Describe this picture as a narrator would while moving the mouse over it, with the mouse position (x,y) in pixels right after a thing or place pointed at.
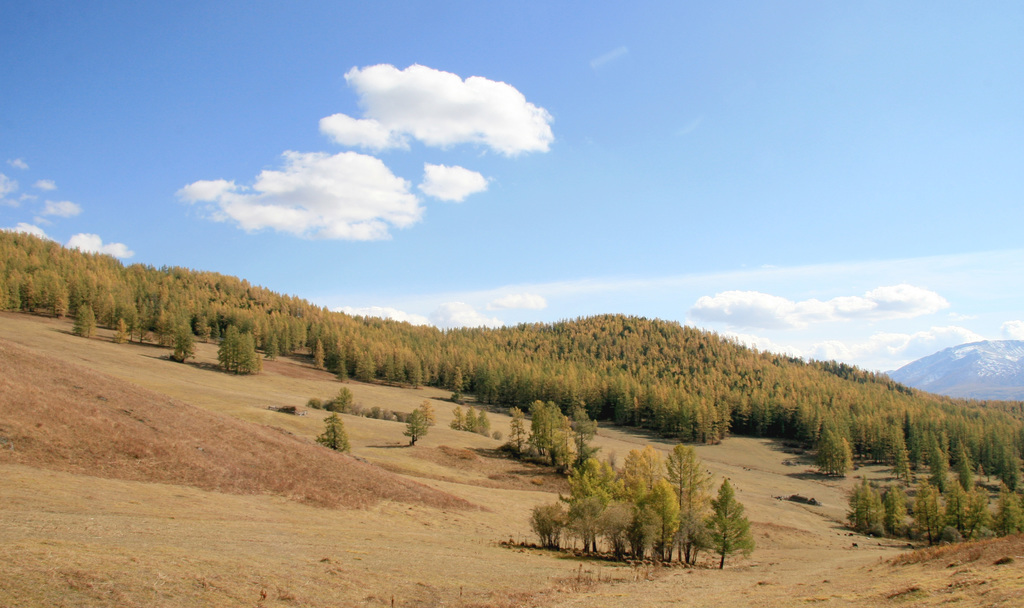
At the bottom of the picture (342,523), we see grass (490,543). There are trees (555,414) in the background (436,383). At the top of the picture (661,87), we see the sky (635,173) and the clouds (1006,329). On the right side of the picture (1005,378), we see a hill (943,376).
